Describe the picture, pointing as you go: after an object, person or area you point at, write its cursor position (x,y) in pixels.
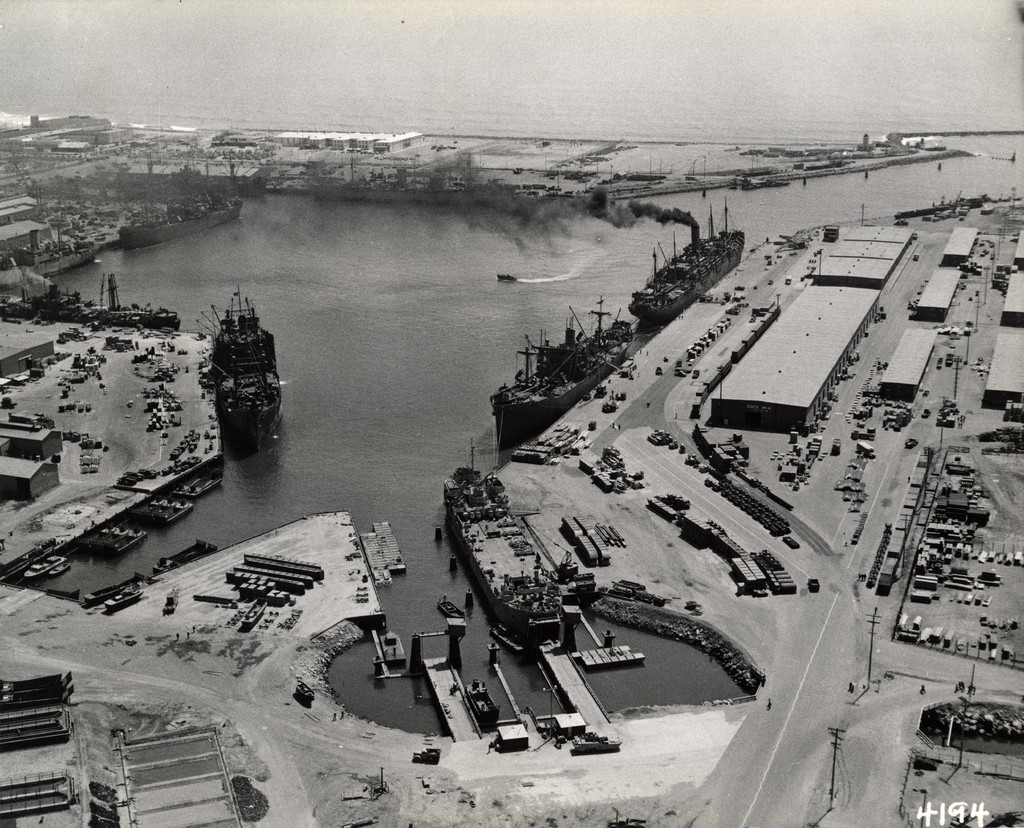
This is a black and white image and here we can see vehicles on the road (780,742), boats (500,446) on the water (402,326) and we can see buildings (814,343), sheds (893,362), poles (928,462) and some other objects (182,772).
